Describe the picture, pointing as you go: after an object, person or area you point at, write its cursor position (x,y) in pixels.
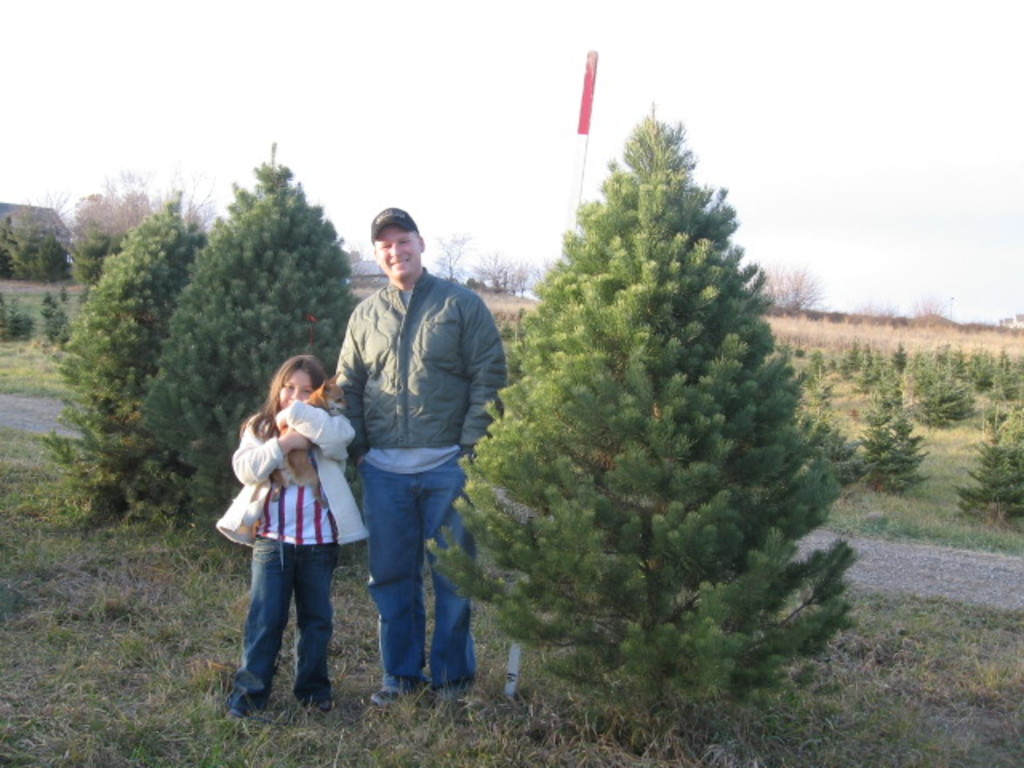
In this image I can see a person (384,411), girl (323,616), dog (307,473), grass (195,657), plants (597,342), board (588,70) and sky (599,78). A person (402,276) and a girl (308,629) wore jackets (313,422). Girl (328,448) is holding a dog (292,469).
